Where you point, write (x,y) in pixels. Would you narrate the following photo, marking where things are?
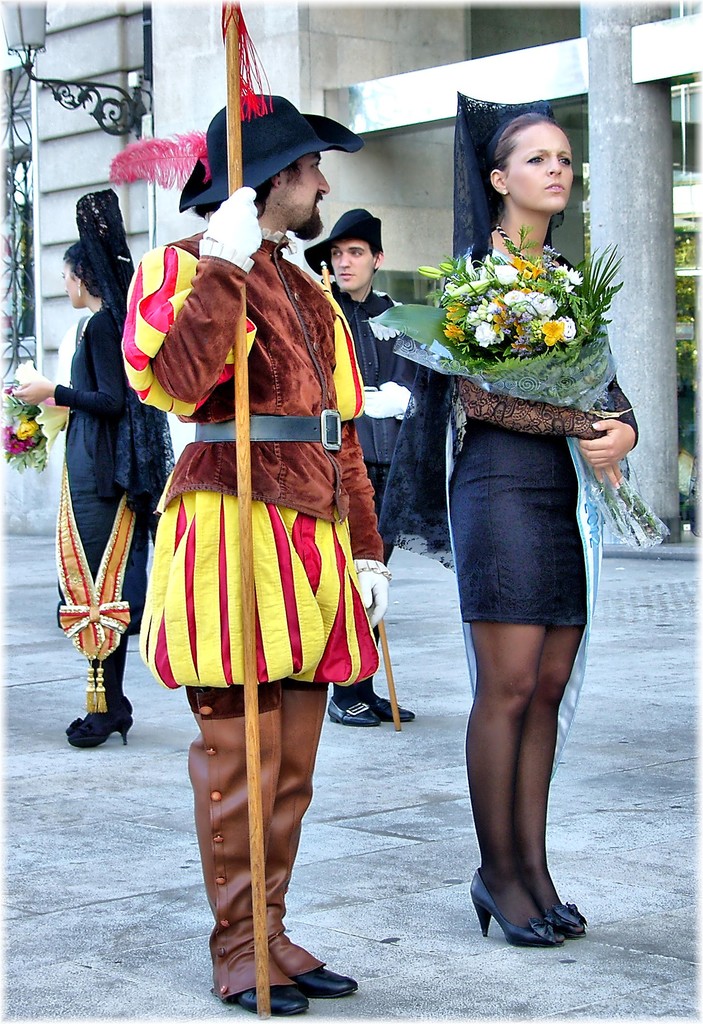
Here I can see a man (285,326) wearing a costume (256,361), holding a stick (259,928) in the hand (243,240), standing and looking at the woman (562,185) who is standing beside him. She is holding a flower bouquet (541,382) in the hands (612,445). At the back of these people (294,383) two more persons (134,403) are standing. On the right side (644,122) there is a pillar (632,313). In the background (403,82), I can see a building (451,66).
